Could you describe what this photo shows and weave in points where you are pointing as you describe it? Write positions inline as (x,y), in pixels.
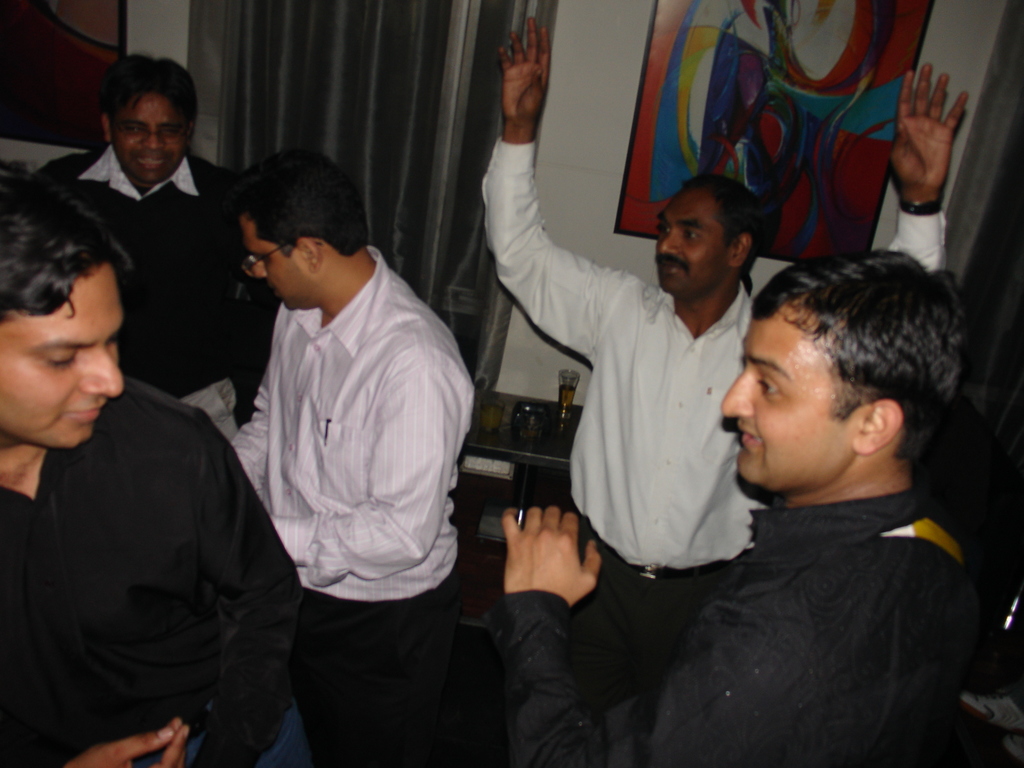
In this image I can see group of people (525,583) standing. The person (673,518) in front wearing white color shirt (687,410) and black pant (672,595), background (775,133) I can see a frame (681,108) attached to the wall (590,128) and the wall (573,149) is in white color and the curtain (406,110) is in gray color.
